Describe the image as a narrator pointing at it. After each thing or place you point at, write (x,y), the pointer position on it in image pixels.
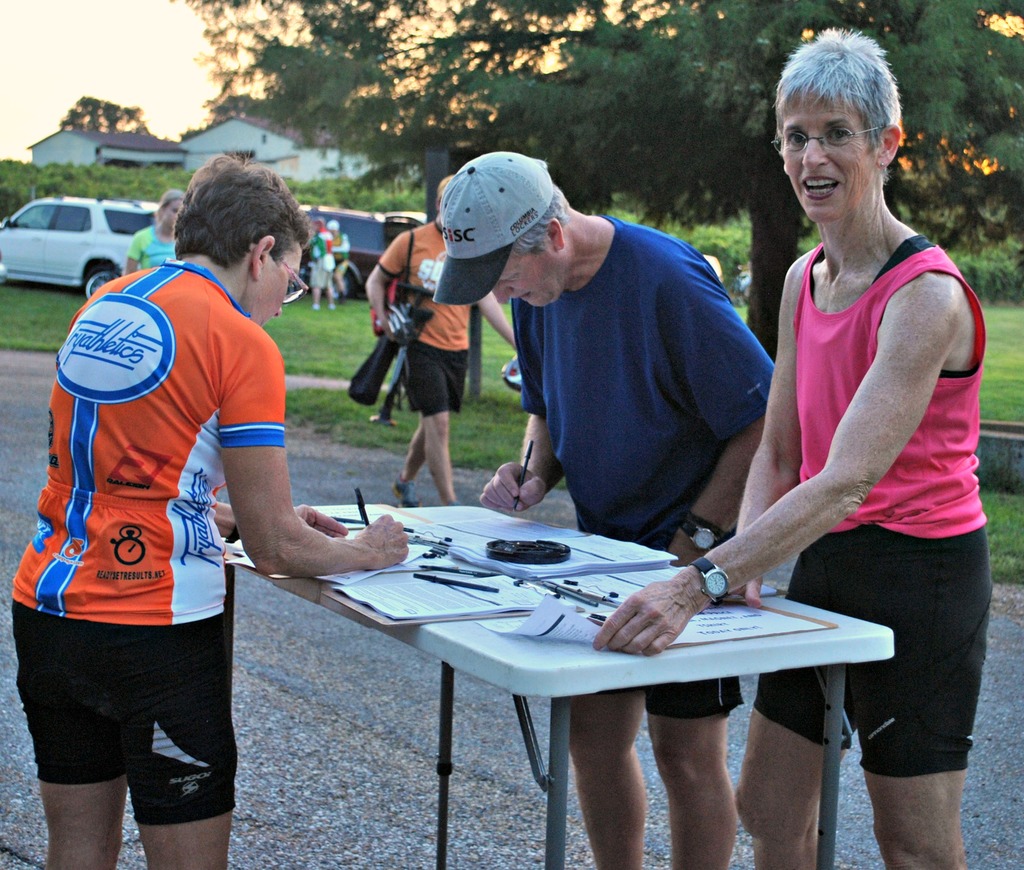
In this image i can see a group of people (627,401) are standing on the road (408,743) in front of table (511,637). On the table (542,573) we have few objects (565,591) on it. I can also see there is a tree (386,119) and a house (242,132).
